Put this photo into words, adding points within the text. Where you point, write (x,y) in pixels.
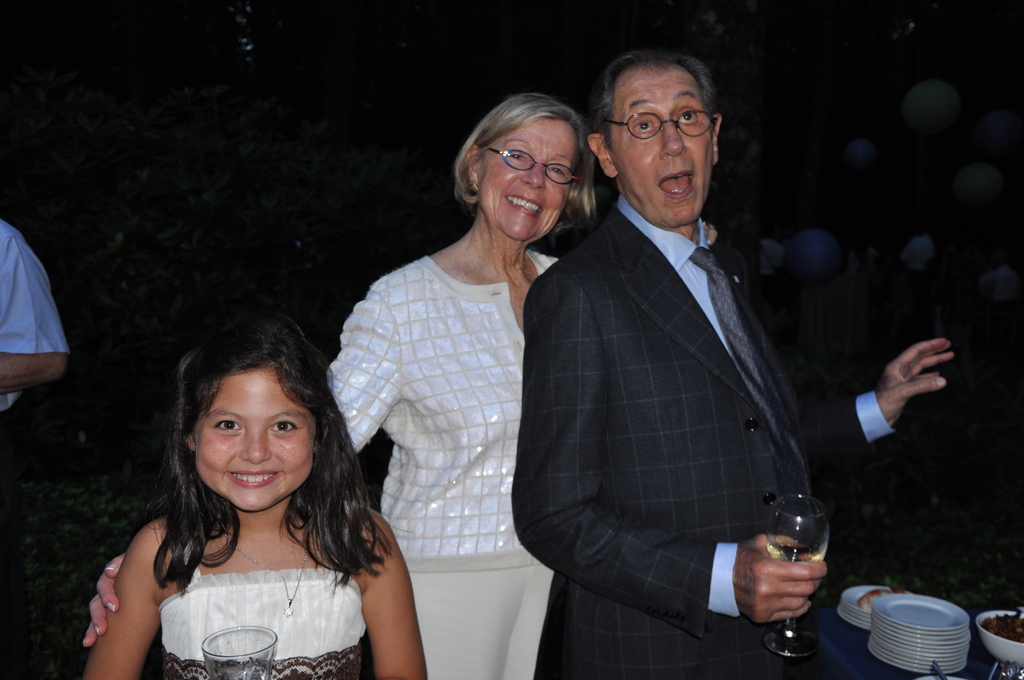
In this image we can see people (257,542) standing and some of them are holding wine glasses (266,655). In the background (812,275) there are balloons (812,275). On the right (865,665) there is a table (838,676) and we can see plates (933,623), bowls (987,629), spoons (993,669) and some food (1016,620) placed on the table (877,662).
